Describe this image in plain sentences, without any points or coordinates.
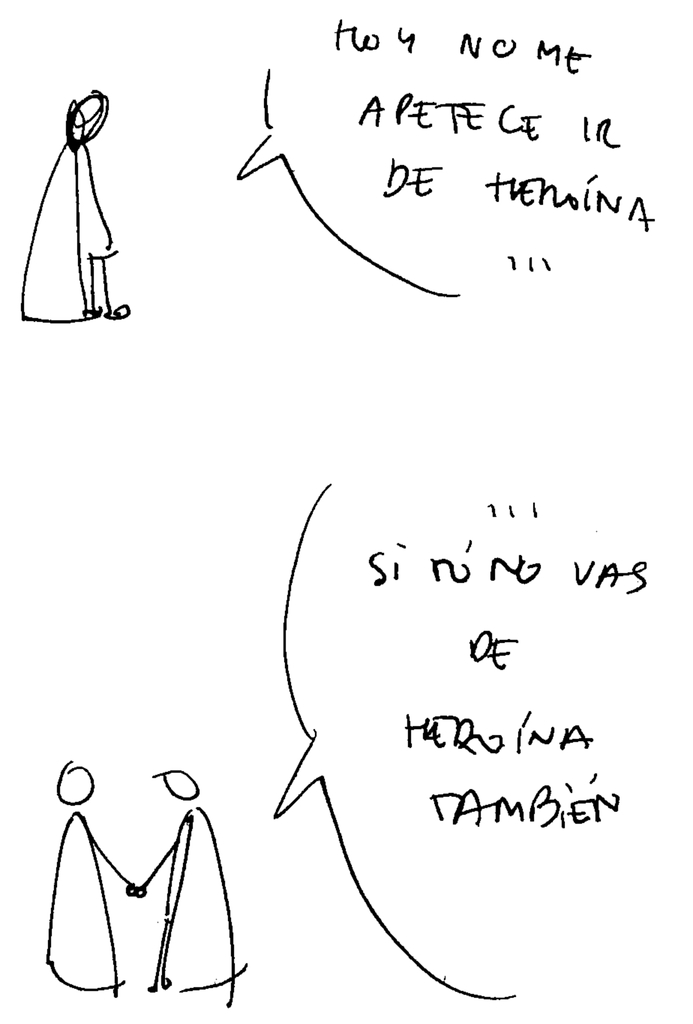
In this picture we can see some drawings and written something on it.
